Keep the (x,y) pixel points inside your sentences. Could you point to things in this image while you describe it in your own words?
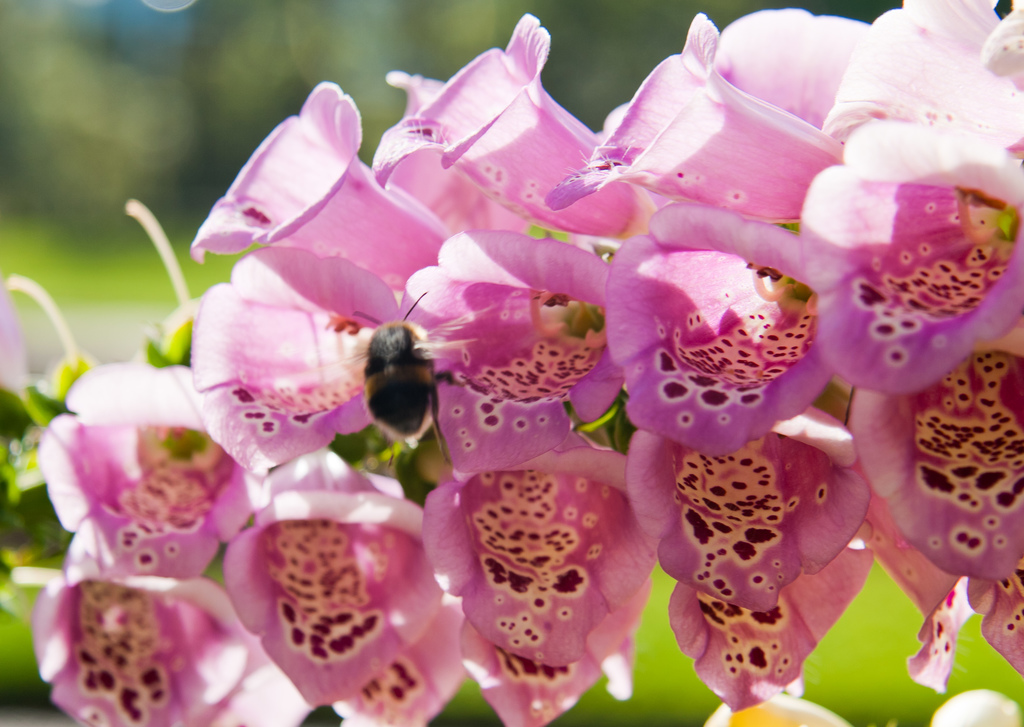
In this picture we can see an insect (467,321) and flowers (165,392). In the background of the image (547,72) it is blurry.
